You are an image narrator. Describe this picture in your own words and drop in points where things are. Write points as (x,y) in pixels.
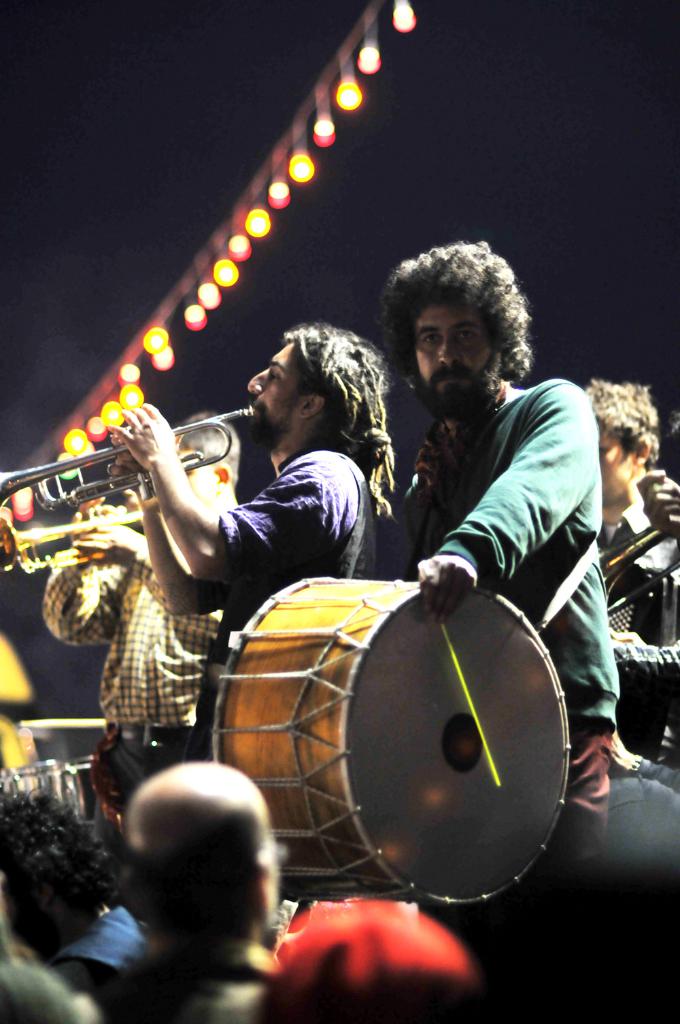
There are four people (336,490) standing and playing musical instruments (263,699). These are the audience (190,924) watching their performance. At background (132,402) I can see lights (315,138) hanging.
